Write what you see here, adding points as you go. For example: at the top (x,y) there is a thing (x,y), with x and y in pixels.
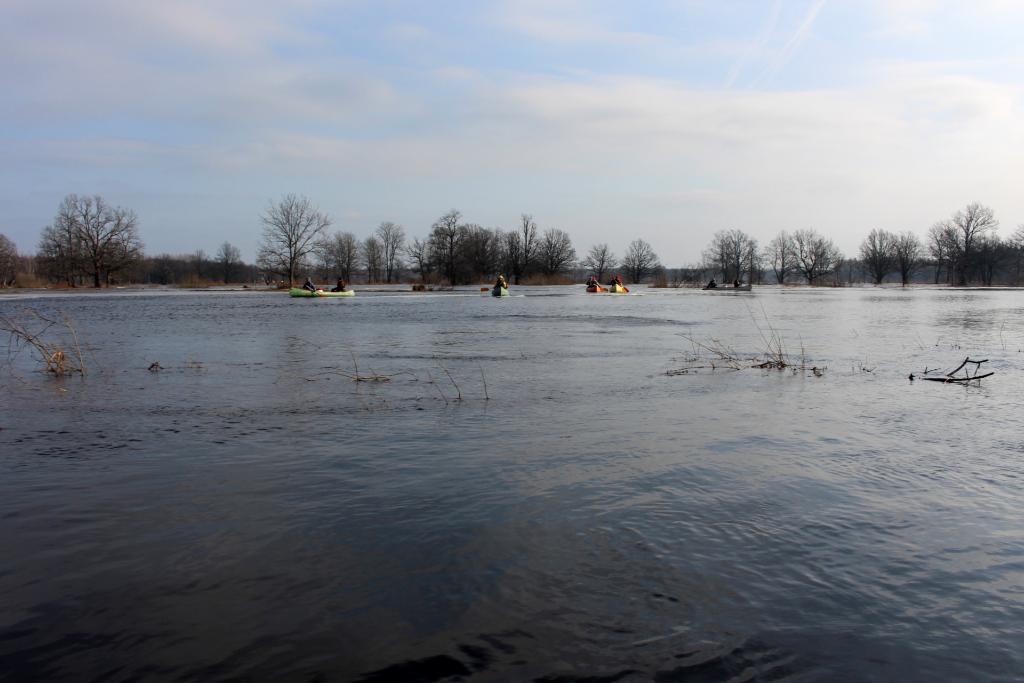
In this picture I can see few trees (940,279) and few boats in the water (484,369) and I can see a blue cloudy sky (587,126) and I can see few people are sitting in the boats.
